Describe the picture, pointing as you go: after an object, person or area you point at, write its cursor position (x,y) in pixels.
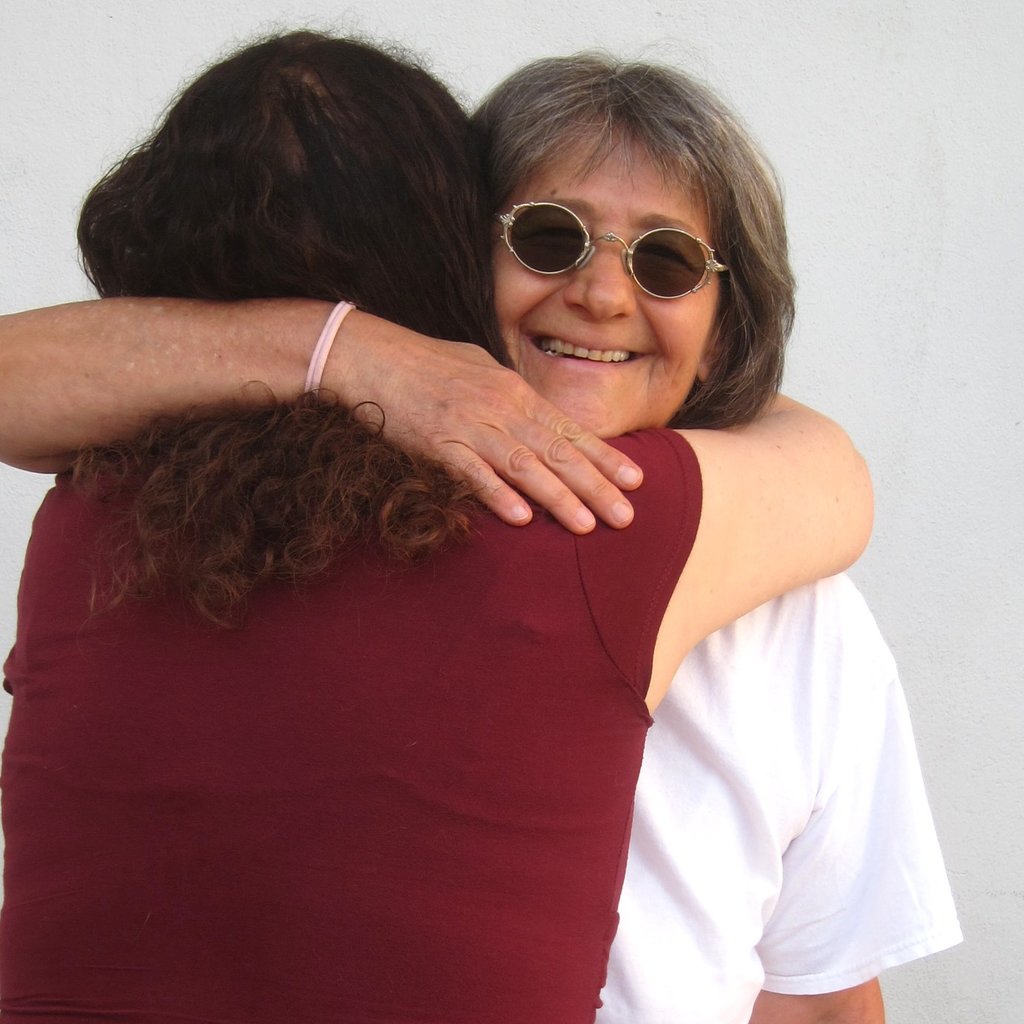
In the foreground of this image (682,847), there are two women (612,827) hugging each other. In the background (862,265), there is a wall (848,230).
